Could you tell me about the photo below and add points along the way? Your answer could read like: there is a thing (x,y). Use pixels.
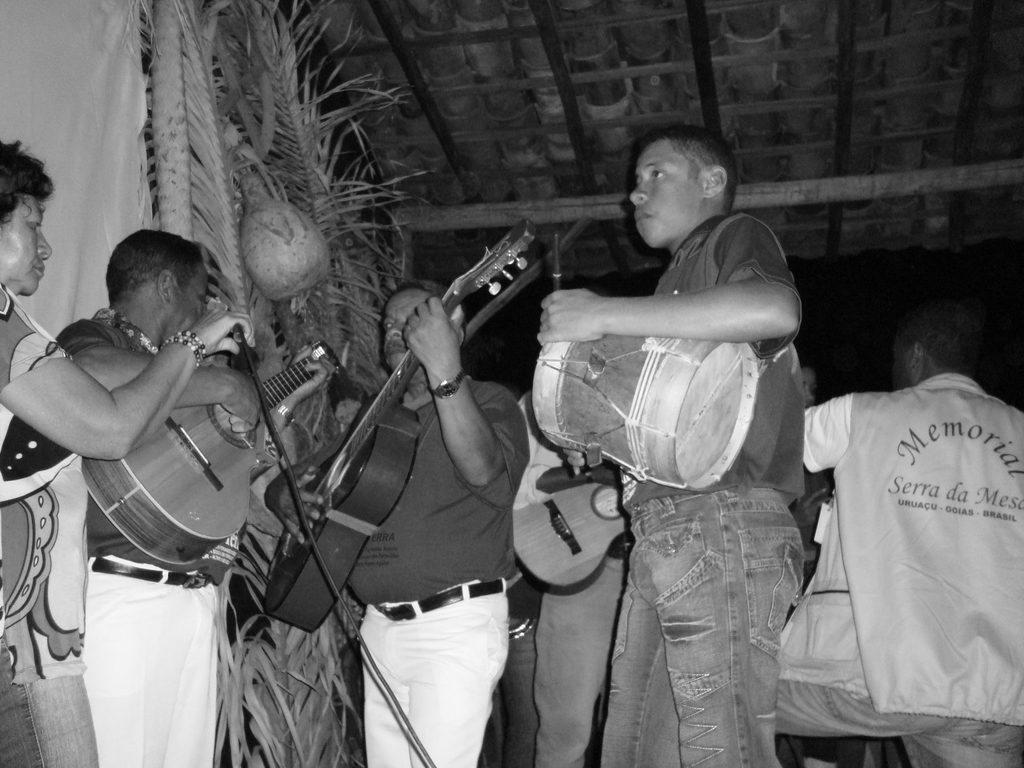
This is a black and white image. This looks like a musical concert. There are so many people (10,478) standing here two of them (304,482) playing guitar (239,451), one is holding the mic (240,334). The one who is in the middle (632,304) is playing drums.
